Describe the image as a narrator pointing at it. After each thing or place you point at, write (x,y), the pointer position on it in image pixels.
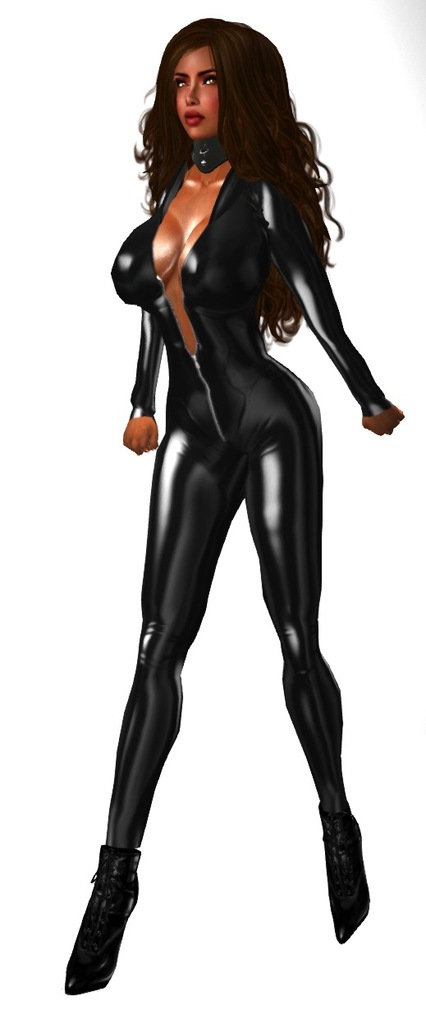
In the image we can see an animated picture of a woman (206,456) standing, wearing clothes (265,361) and the background (74,506) is white.
